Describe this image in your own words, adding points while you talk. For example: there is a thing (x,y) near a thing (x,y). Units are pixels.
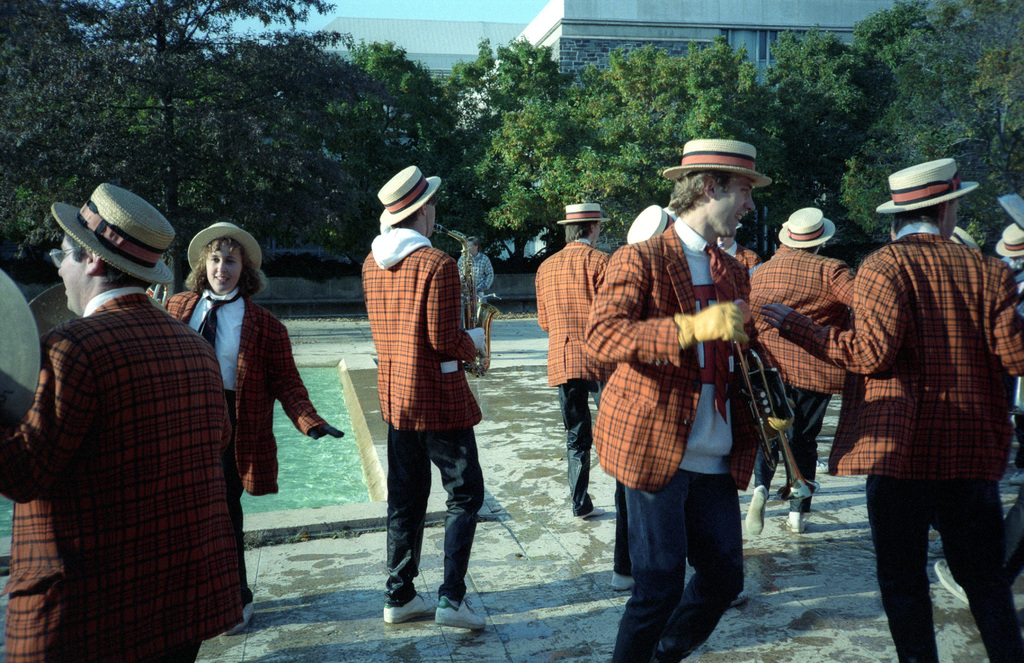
In this picture we can observe some people (386,310) standing. Some of them were playing musical instruments (40,328) in their hands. All of them were wearing cream color hats (403,189) and brown color coats (613,338). There are men (719,320) and a woman (230,313). We can observe a swimming pool (315,465) on the left side (301,473). In the background (355,141) there are trees (543,117) and a building (407,34).
